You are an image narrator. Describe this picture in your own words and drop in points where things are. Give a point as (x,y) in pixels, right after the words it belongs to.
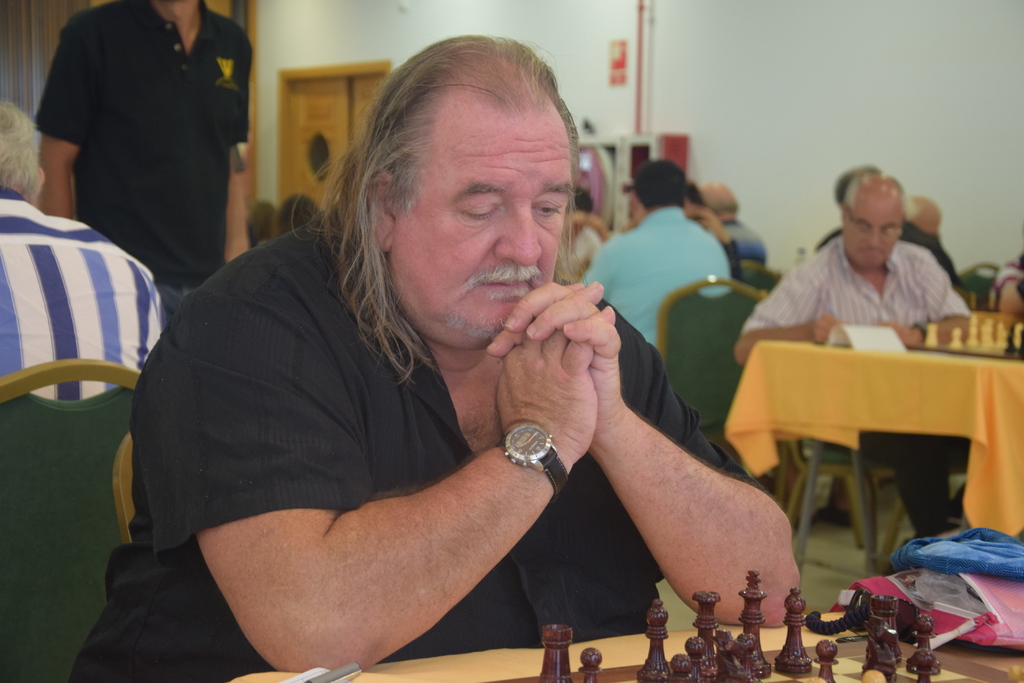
In this image I can see a person (483,329) visible in front of table (632,656), on the table (627,661) I can see a chess board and cloth (941,572), persons (178,509) sitting on chair (0,612) and in the background (875,190) I can see few persons (872,202) sitting on chairs (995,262) visible in front of tables (1007,416), one person (149,99) is standing on left side (156,53), there is the wall (317,36) and door (306,95) visible in the middle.
